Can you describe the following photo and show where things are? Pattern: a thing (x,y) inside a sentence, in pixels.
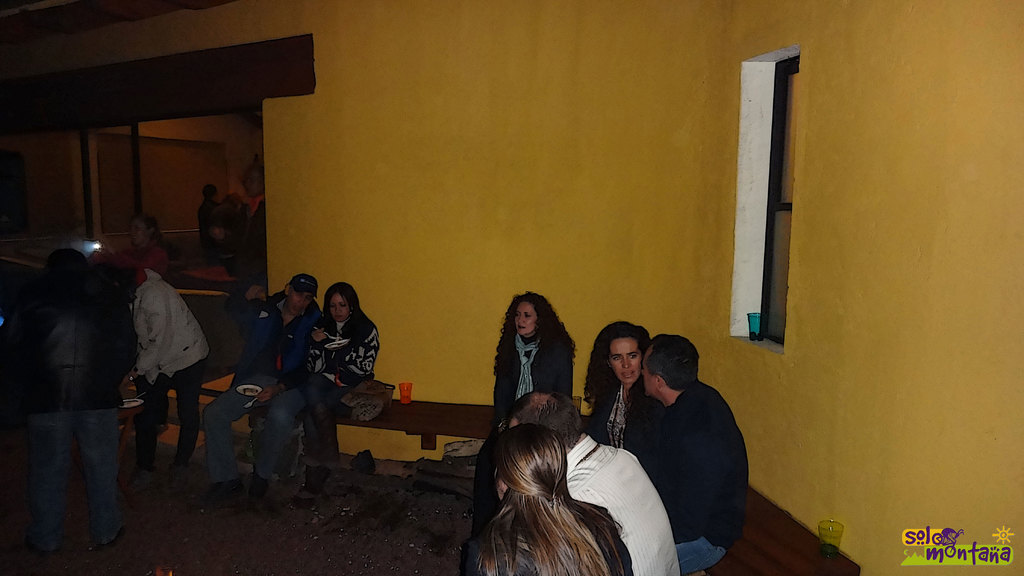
In this image there are a few people (539,444) sitting on the benches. Beside them there are glasses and a bag (355,404). There are a few people (52,449) standing. There is a table (136,411). On top of it there is some object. On the right side of the image (796,53) there is a glass window (782,87). There is a glass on the platform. In the background of the image (56,190) there is a glass door (9,188). There are some text (972,551) and watermark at the bottom of the image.
